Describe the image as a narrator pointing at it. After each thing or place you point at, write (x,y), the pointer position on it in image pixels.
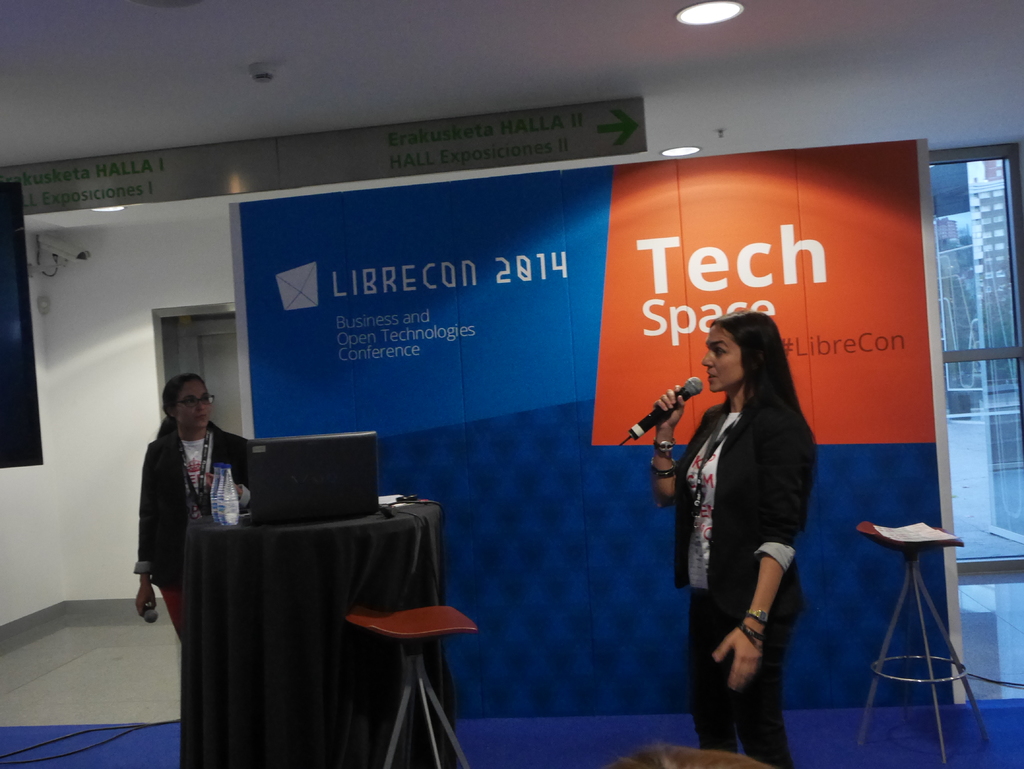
In this picture we can see a wall (540,305), a hoarding (544,324) a script (792,262) written on it. a person (733,490) standing on the floor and speaking into microphone (671,408), and at side here is the chair (912,557) and paper (905,540) on it, and here is the table (335,527) and laptop (293,484) and water bottle (220,493), here is the person (185,438) standing and wearing an id card (193,502).
